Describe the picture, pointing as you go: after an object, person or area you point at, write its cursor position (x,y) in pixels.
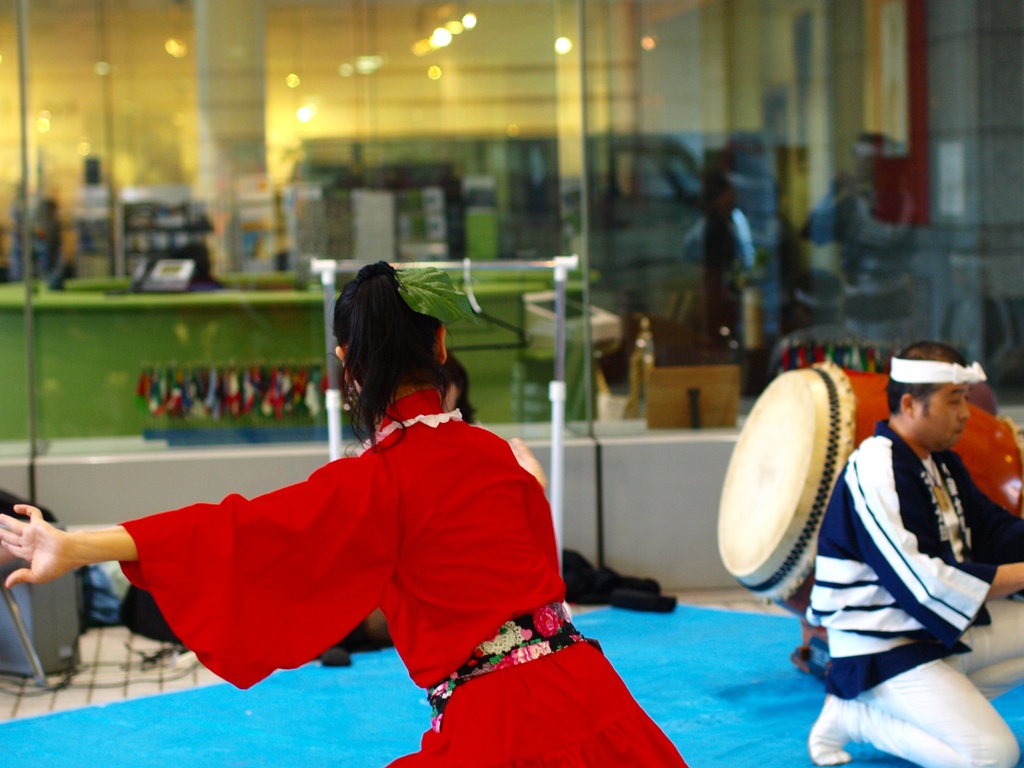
There are three persons (954,679) and this person (915,683) sitting, behind this person (906,435) we can see musical instrument (807,422). We can see clothes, bag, mat (268,700) on the floor (78,693). On the background (520,143) we can see glass window (730,247), from this glass window (495,254) we can see objects (456,200) on the table (73,390), lights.
